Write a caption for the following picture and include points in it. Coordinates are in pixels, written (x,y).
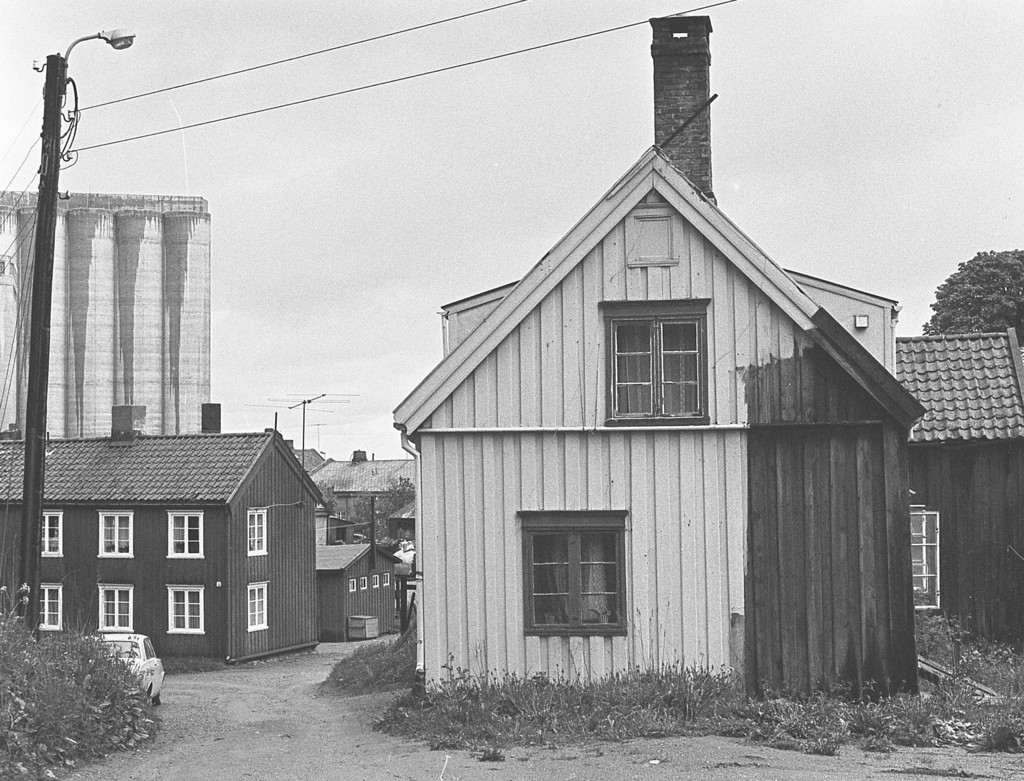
In this picture I can see the buildings (658,584), shed (348,582) and house (841,479). In the bottom left corner (116,649) there is a white color car (139,661) which is parked near to the electric pole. On the pole (49,133) I can see the electric wires (76,103) and street light (99,37). At the top (475,110) I can see the sky (474,102) and clouds (480,202). At the bottom (557,690) I can see the grass (665,719). On the right (1007,282) I can see the tree (978,282). In the center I can see the antenna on the roof (260,438) of the building (263,454).
